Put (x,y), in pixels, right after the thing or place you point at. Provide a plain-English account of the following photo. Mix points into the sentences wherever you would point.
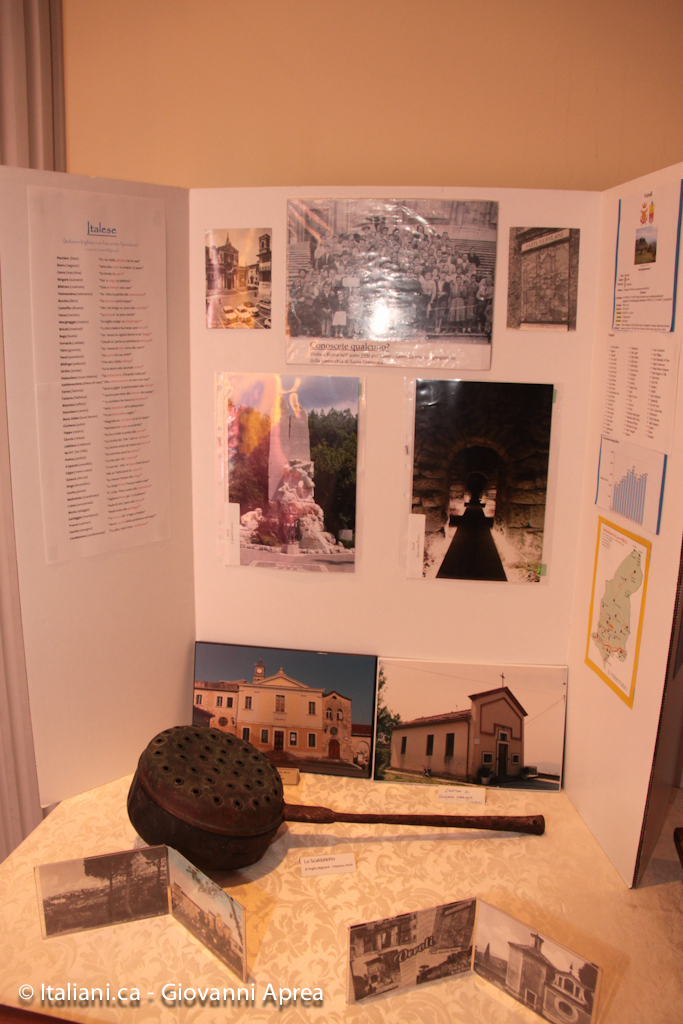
In this image we can see few objects (243,839) on a surface (287,845). Behind the objects (434,781) we can see a chart (290,313) on which we have few images (240,304) and text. At the top (363,181) we can see the wall (345,176).
